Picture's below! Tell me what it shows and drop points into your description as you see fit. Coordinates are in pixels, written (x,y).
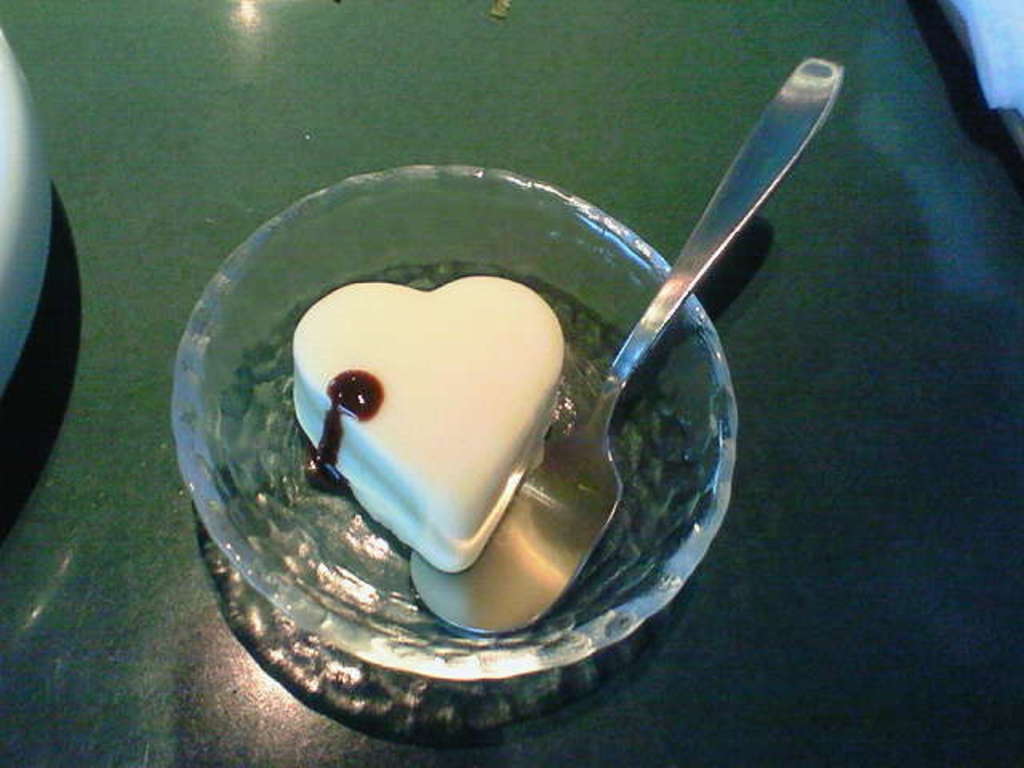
In this picture we can see some food item (449,418) in a bowl (326,558). There are other objects (968,20) on a green surface (530,717).
